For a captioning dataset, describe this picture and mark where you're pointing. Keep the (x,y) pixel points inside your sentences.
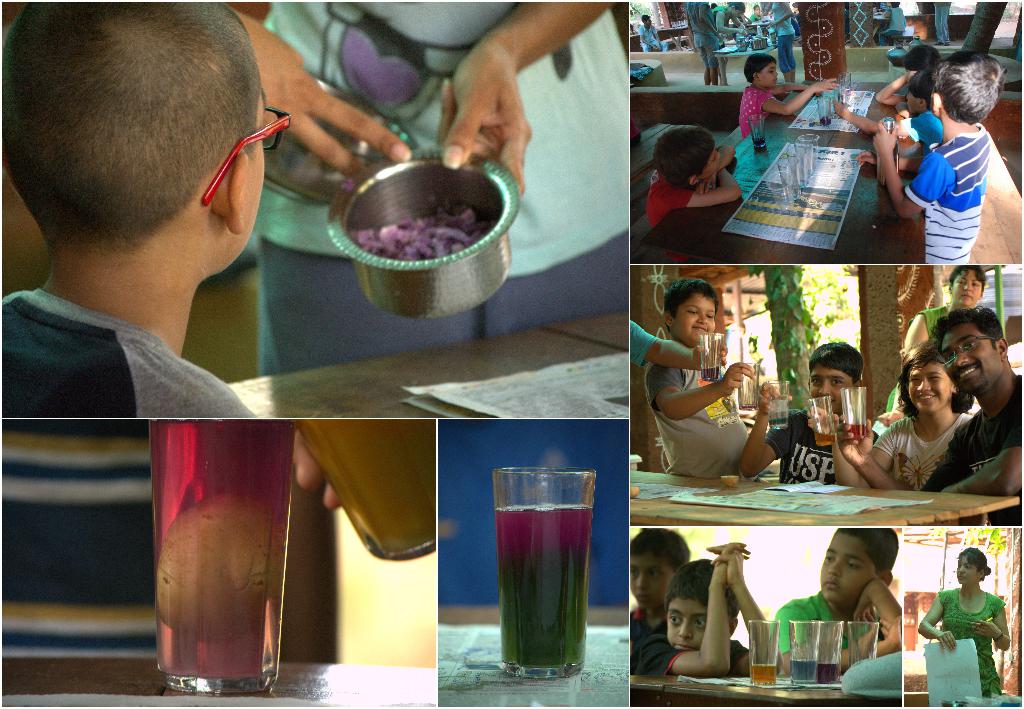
In this image, on the left corner (333,696), we can see a table (322,702) and on that table (324,685), we can see a glass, we can also see a person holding a glass (388,496). In the middle of the image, we can see a glass (548,629) with some drink (561,586). On the left top (195,229), we can see a person (206,278) is sitting in front of the table (535,367), at that table (521,367), we can also see a newspaper (614,411), we can also see a woman (552,176) is holding a bowl (382,223) in her hand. On the right side (970,622), we can see a woman (1002,628) holding something, we can also see a few kids (734,666) are sitting on the chair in front of the table (863,702), on that table (830,701), we can see some glasses (835,650) with drinks (821,673). On the middle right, we can see a group of people (814,467) sitting on the chair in front of the table (806,516). On the right side (870,124), we can see little kids (983,145) are in front of the table (911,235), on that table (776,135), we can see some glasses (782,158). In the background (786,2), we can also see a group of people (786,19).
